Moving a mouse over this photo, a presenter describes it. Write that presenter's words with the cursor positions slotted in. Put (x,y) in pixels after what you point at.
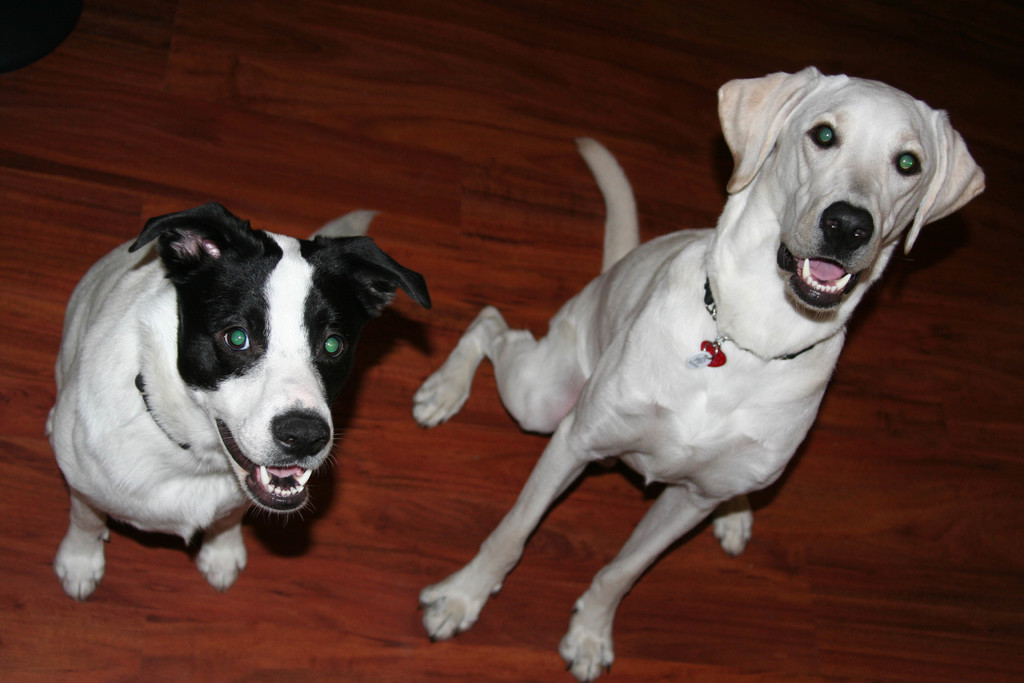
In this picture we can see two dogs (288,290) on a wooden surface (537,302).
